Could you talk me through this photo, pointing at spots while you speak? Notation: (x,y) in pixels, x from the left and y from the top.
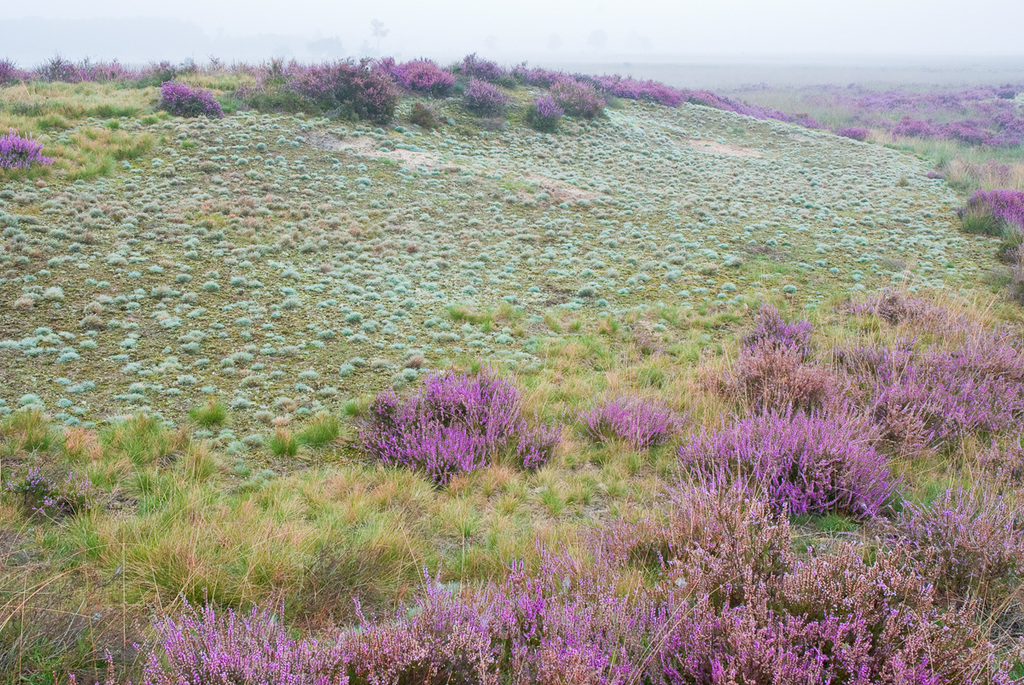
In this image, we can see some plants (596,285) on the hill (429,311).
